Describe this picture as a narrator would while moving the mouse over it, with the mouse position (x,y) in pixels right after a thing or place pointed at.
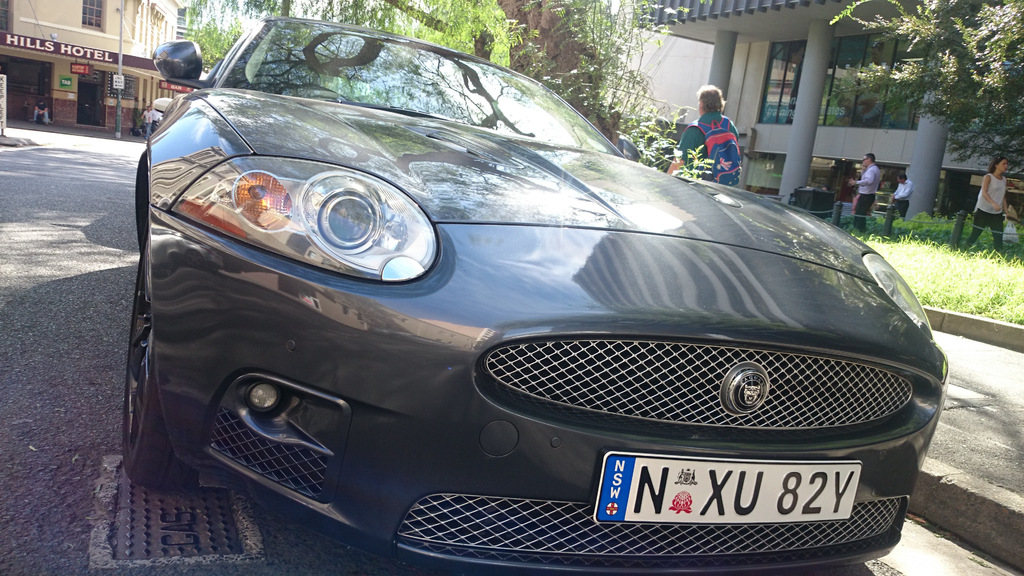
In this picture there is a black color car (340,179) on the road (95,174). On the right (1005,164) we can see a woman (974,241) who is walking near to the grass (1014,252). On the back (853,183) we can see group of person (896,189) standing near to the pillars (927,129). On the top right (804,164) there is a building (851,105). Beside the car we can see a man (697,136) who is wearing green color jacket (718,116) and bag (729,159). On the background (156,125) we can see the group of person (153,113) standing near to the street light (119,101). On the top left corner (66,94) there is a hotel (24,55). Here we can see the trees (480,39).
